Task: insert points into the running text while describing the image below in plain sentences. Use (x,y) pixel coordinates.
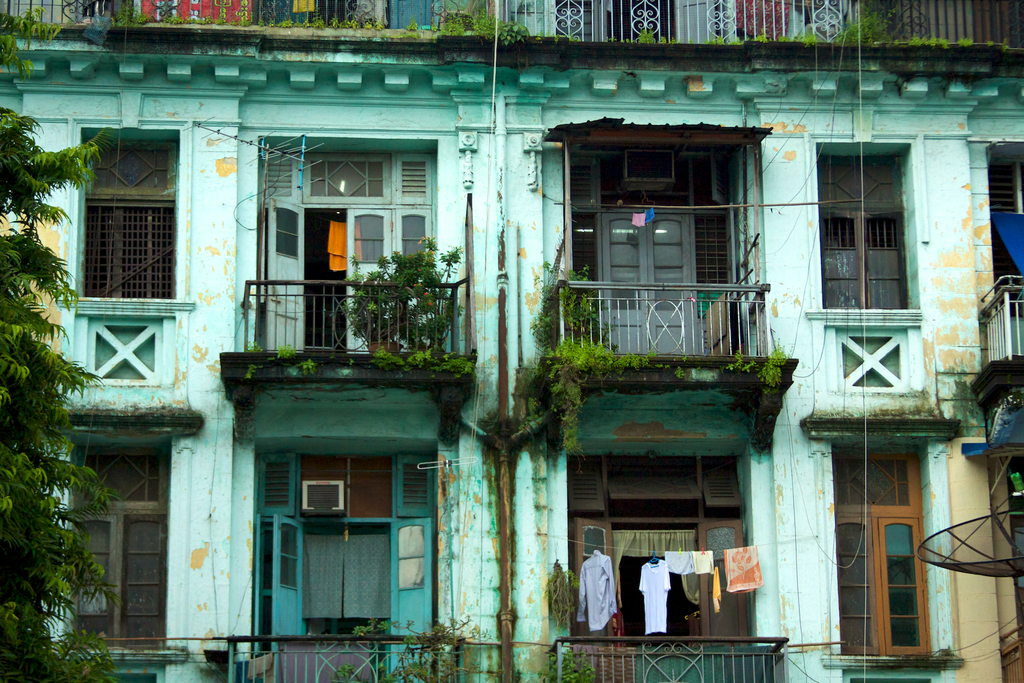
In this image I can see few trees (4,662) which are green in color and a building (437,185) which is also green in color. I can see the railing (441,23), few clothes (751,570) hanged to the rope (603,544) and few doors (428,570) which are blue, brown and grey in color.
